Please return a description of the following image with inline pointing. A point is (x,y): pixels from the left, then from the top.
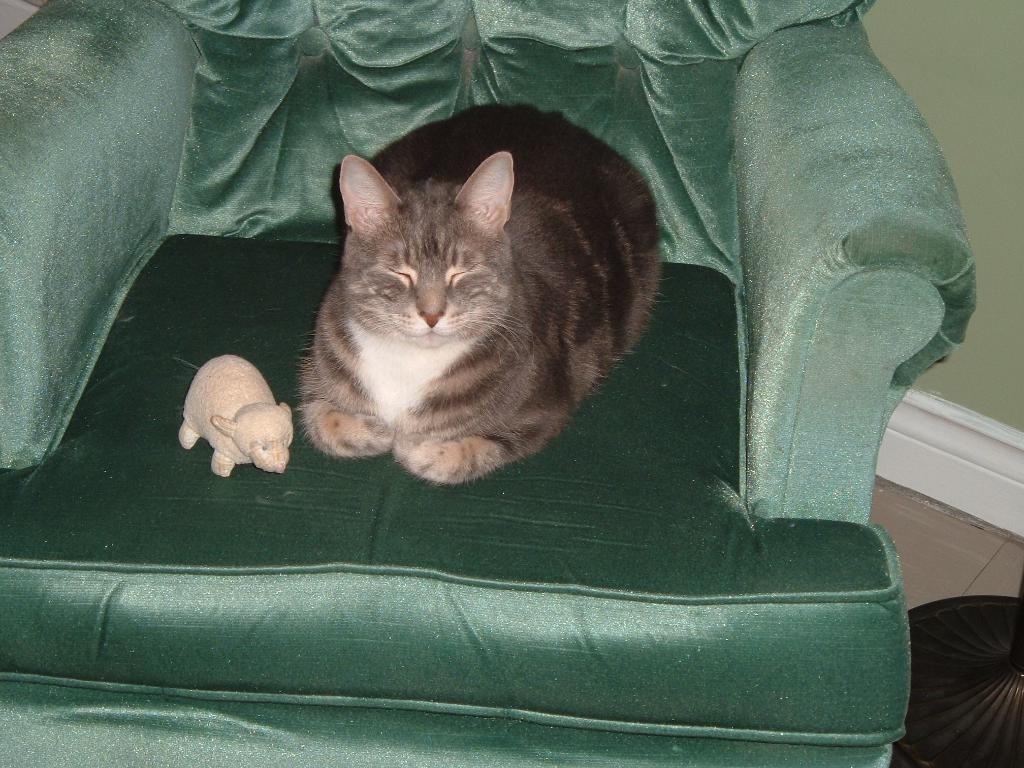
There is a cat (339,368) and a toy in the foreground area (330,285) on a sofa (724,290), it seems like a lamp pole (962,686) in the bottom right side (986,674).
